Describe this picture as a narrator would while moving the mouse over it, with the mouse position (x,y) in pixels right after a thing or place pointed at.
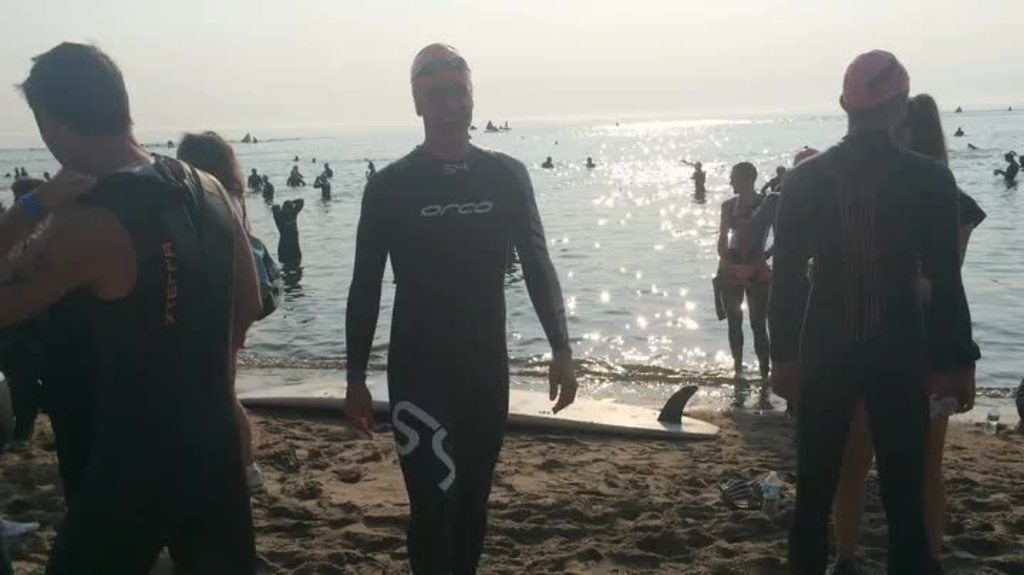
There are some persons (70,332) standing in the beach area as we can see at the bottom of this image (520,463). There is a Sea (621,191) in the background (621,178) and there is a sky (312,50) at the top of this image (486,47).
